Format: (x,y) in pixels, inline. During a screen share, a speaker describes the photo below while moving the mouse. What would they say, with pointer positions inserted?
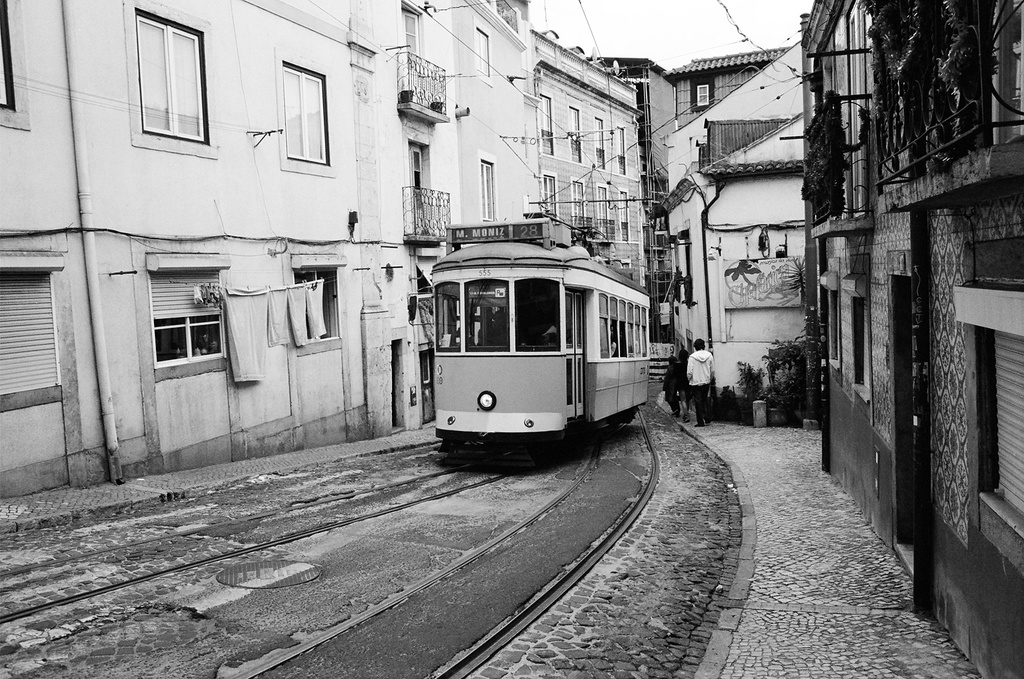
This is a black and white image, in this image in the center (600,382) there is one vehicle (601,361) and some persons (702,371) are walking. And on the right side (869,203) and left side (21,305) there are some buildings (768,198) and plants (975,51) and some clothes (236,329) are hanging, on the left side (305,547) at the bottom (662,530) there is road (266,522).
